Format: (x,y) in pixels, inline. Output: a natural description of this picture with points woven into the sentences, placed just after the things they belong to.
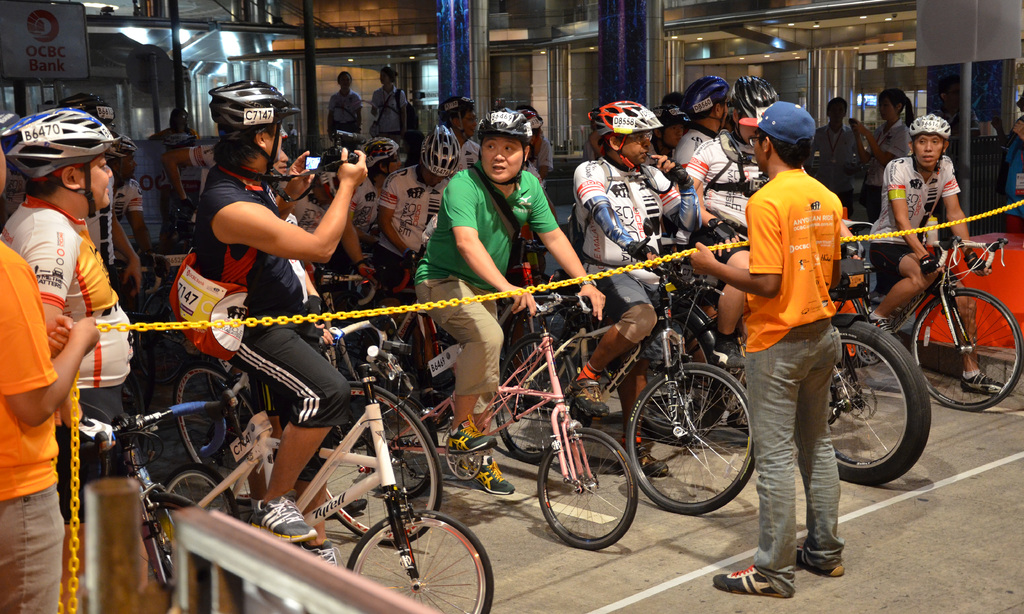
In this image I can see few persons (810,352) are standing and holding metal chains (528,292) in their hands (89,349) and few other persons (215,291) are sitting on bicycles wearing helmets (232,113). In the background (575,145) I can see few lights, few poles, few boards (53,30), few persons (846,129) standing and a building (279,73).
